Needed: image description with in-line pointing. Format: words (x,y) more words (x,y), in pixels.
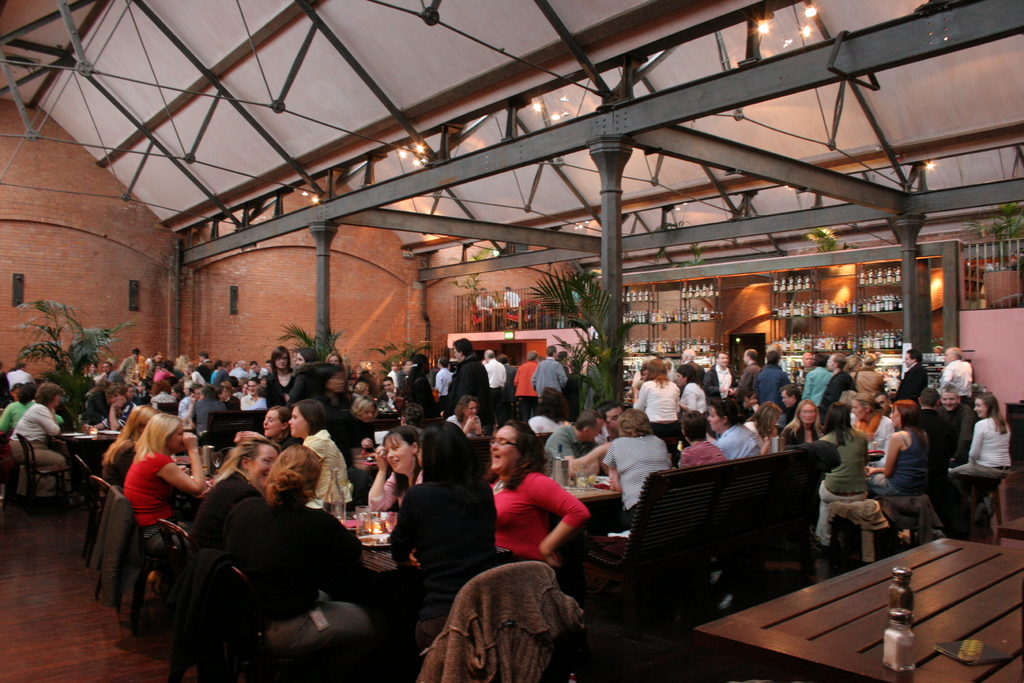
As we can see in the image there are many people (793,397) here. Many of them are sitting on chairs (134,596). There is a plant (74,364), wall (434,324), fence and tables (389,570). On tables (387,561) there are glasses (382,525). Here there are bottles (789,307).
